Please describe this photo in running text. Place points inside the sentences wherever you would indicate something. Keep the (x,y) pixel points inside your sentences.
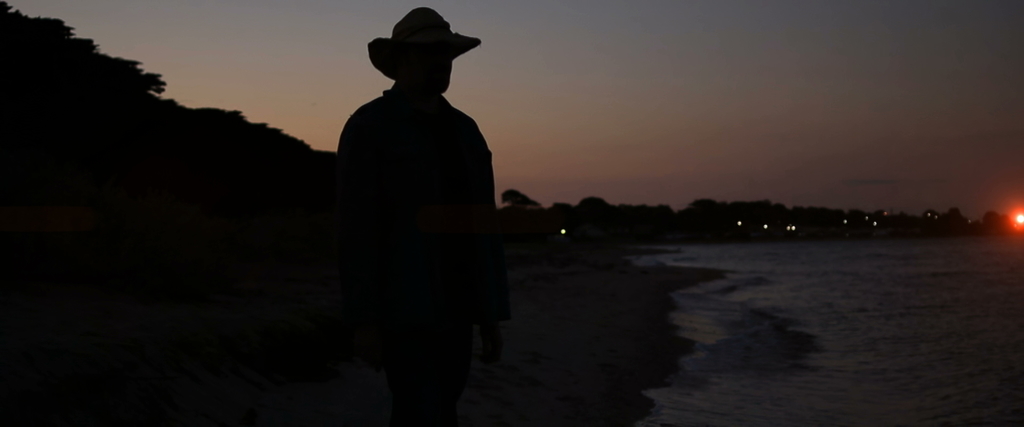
In this picture we can see full of dark, in which we can see a person (418,222), some trees (212,197) and water (716,359).
